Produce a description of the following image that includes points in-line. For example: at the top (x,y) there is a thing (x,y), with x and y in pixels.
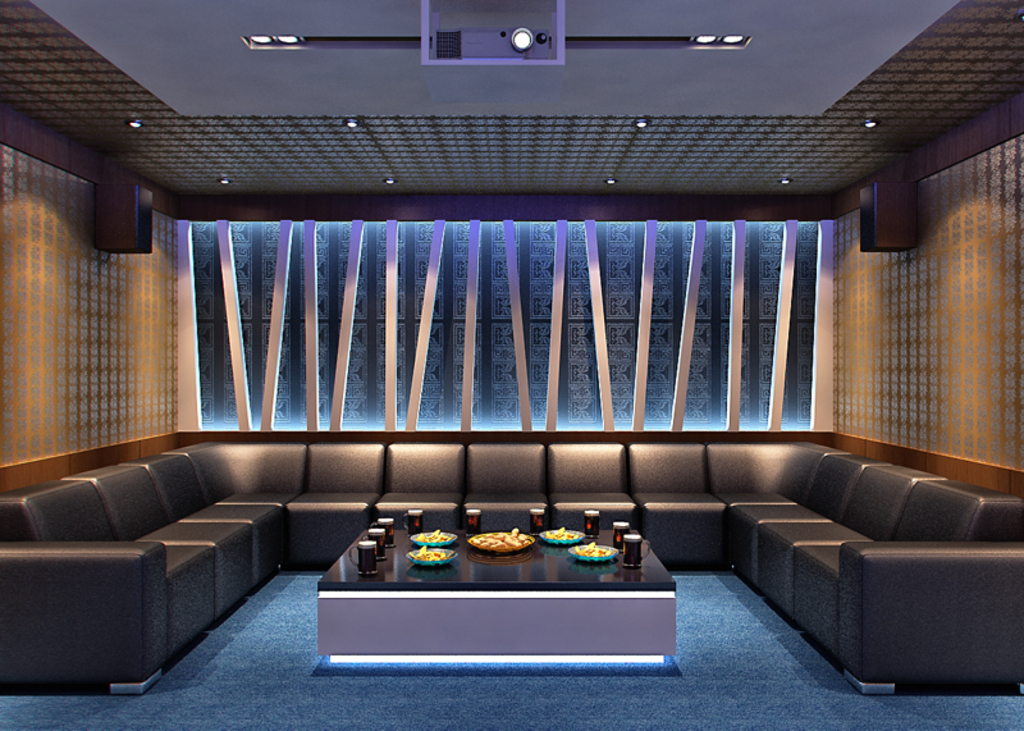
in the picture we see the living room (225,516), in which the sofa set (70,577) is present, we see the table (489,577) on the table (417,571) there are many cups (635,559) and food items (438,535) present on it.
